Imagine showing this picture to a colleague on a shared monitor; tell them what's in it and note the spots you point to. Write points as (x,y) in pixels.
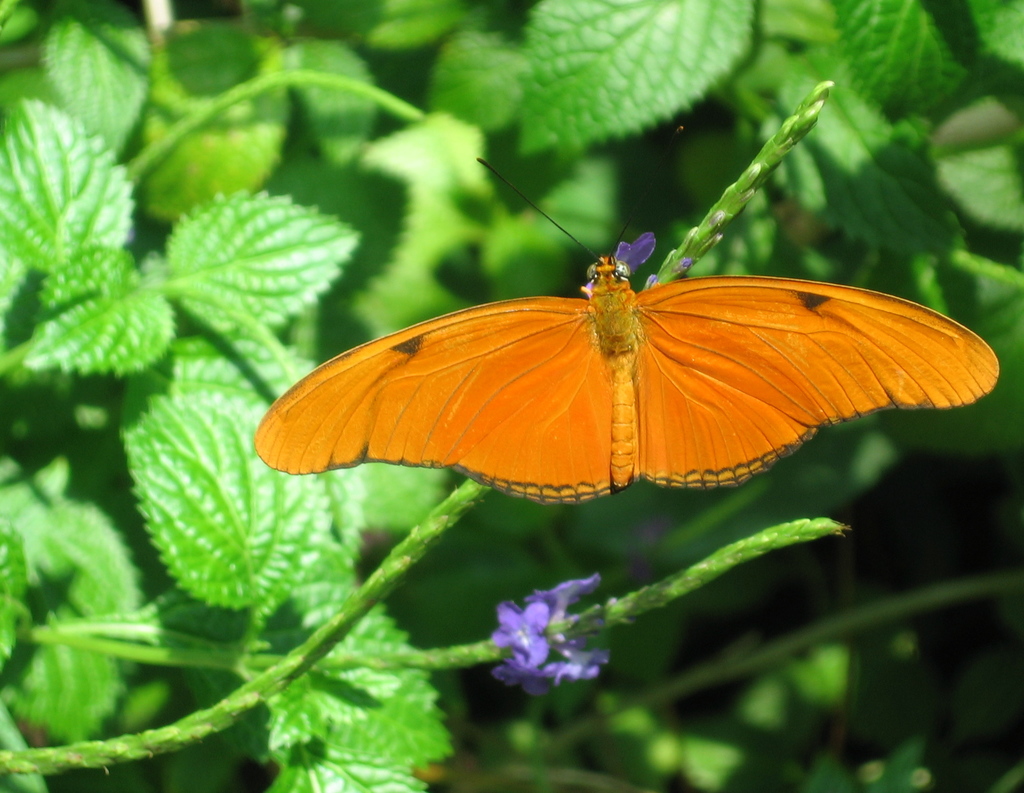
In this image we can see a butterfly (413,363), flowers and plants (75,518).
